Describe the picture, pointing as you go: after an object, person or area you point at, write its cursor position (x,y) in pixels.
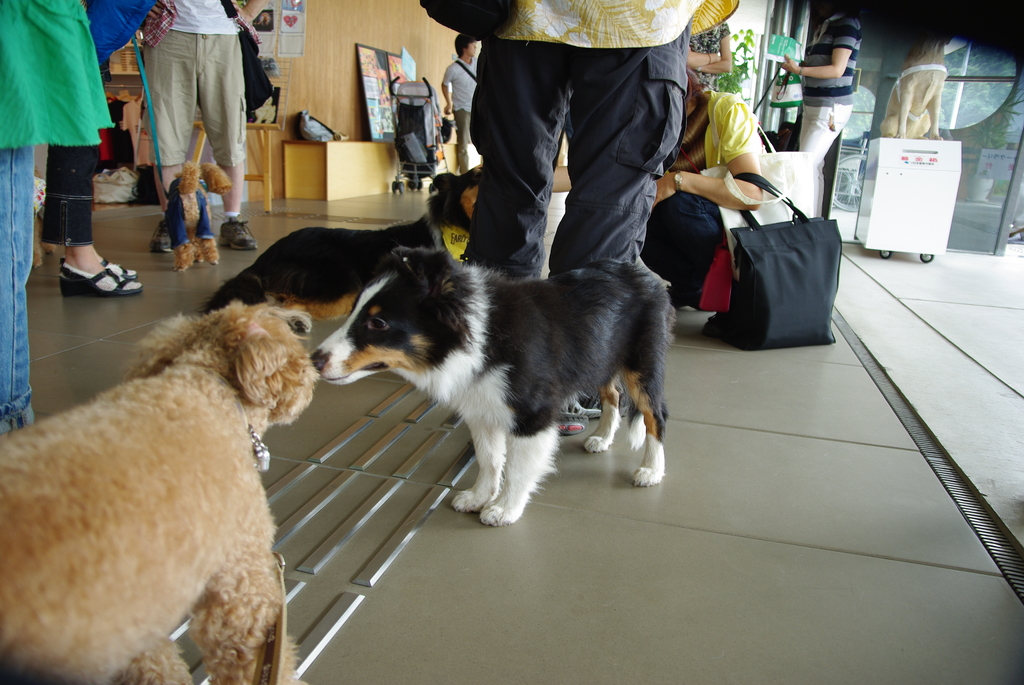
In this image I can see dogs (334,348) standing and group of people (157,79) standing. This is a stroller (422,125). And on this table (341,154) there is a bag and some board (369,109) is placed on it. I think these are the posters (297,32) which are attached to the wall (331,46). This looks like a houseplant (740,79).
